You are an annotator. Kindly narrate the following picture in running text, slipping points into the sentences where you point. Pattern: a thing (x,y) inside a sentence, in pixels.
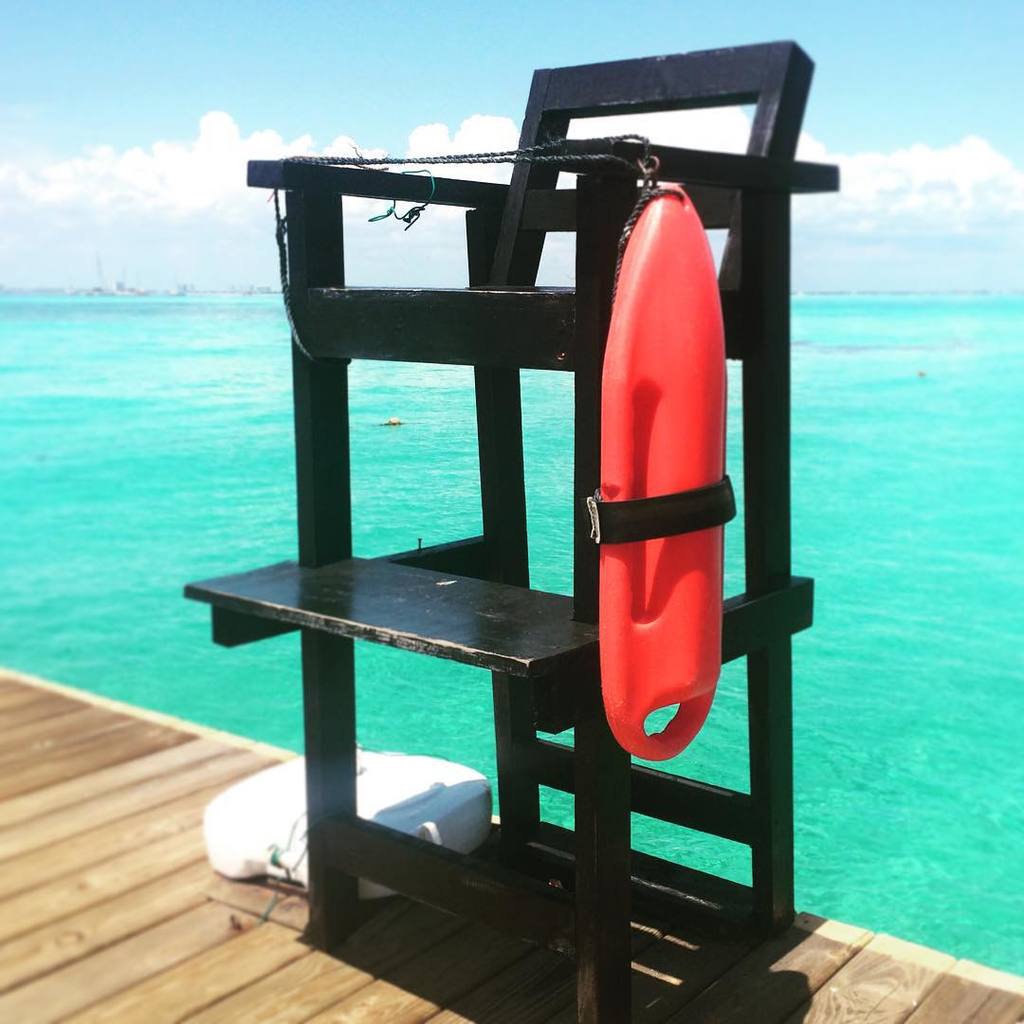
In this picture we can see water (938,639) here, there is a wooden surface (196,943) here, there is the sky (393,53) at the top of the picture (377,46), there is a chair (494,639) here.
